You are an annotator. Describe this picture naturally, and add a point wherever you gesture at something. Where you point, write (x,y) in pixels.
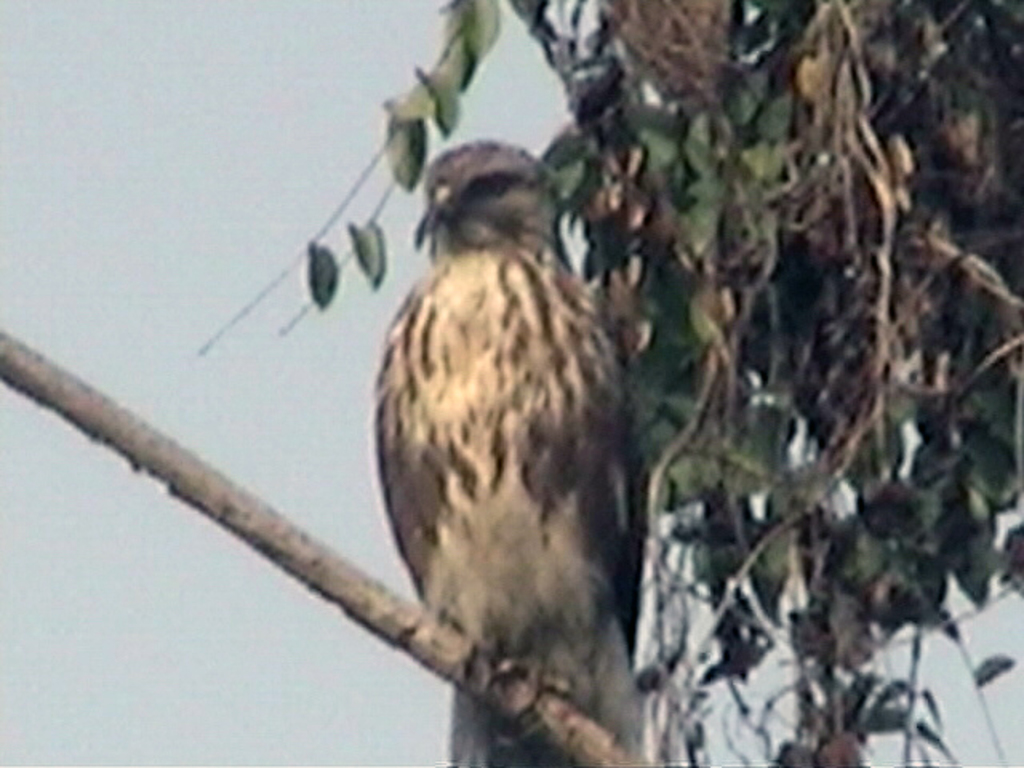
This image consists of a bird (565,579) sitting on a stem (581,712). On the right (701,234), there are green leaves (780,550). At the top (89,192), there is a sky (173,262).
